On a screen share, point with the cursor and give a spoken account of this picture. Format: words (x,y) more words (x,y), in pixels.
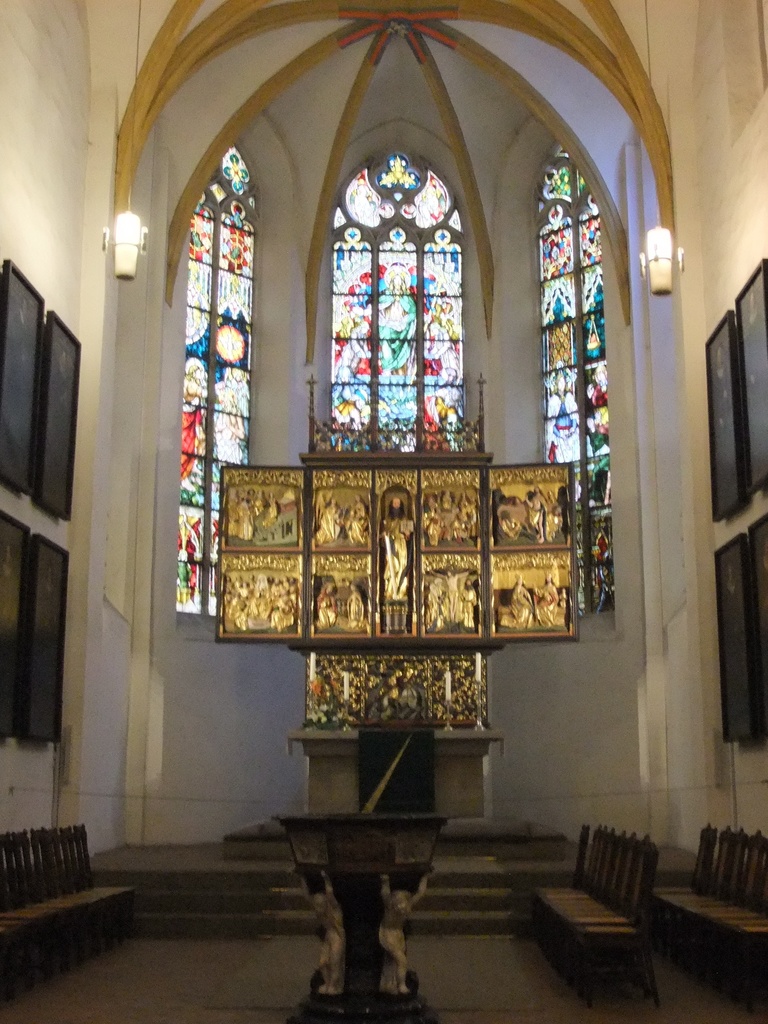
There are benches (86,853), it seems like a table (308,846) at the bottom side of the image (103,910), there are golden sculpture (433,544) in the center (355,507) and an arch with glass windows (447,316). There are frames (753,367) and lamps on both the sides.
